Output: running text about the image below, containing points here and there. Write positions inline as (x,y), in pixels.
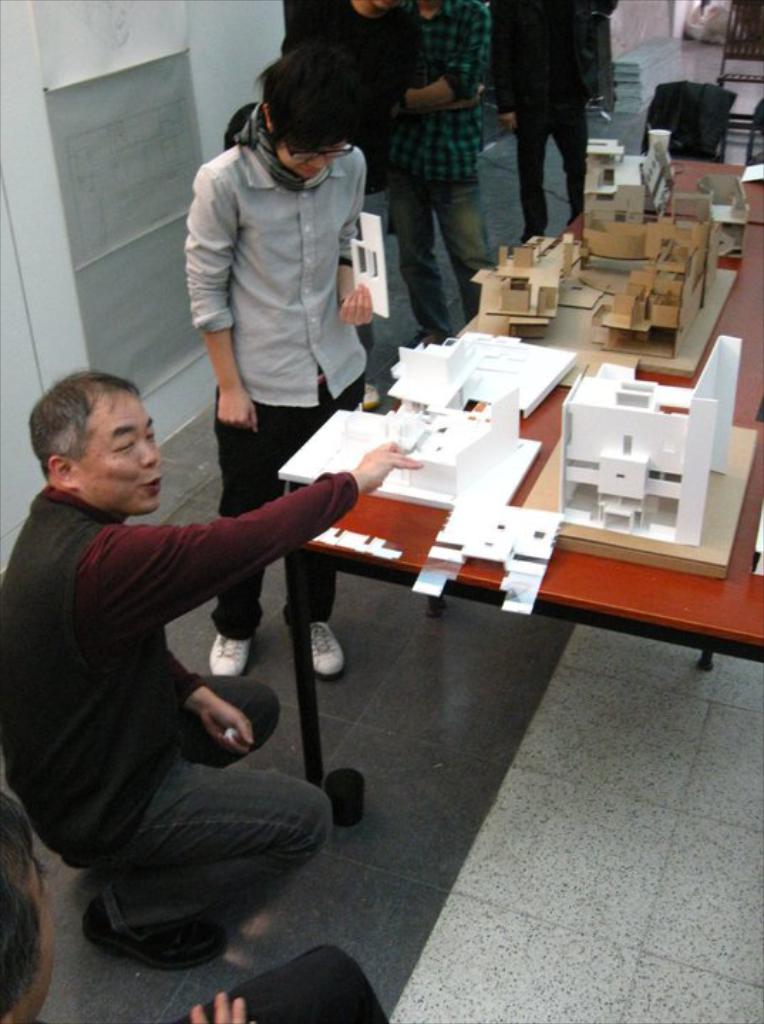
In this image I can see group of people (146,440) are in-front of the table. On the table (413,560) there is a miniature (580,440). In the background (159,157) there are papers (153,153) attached to the wall (29,340).
